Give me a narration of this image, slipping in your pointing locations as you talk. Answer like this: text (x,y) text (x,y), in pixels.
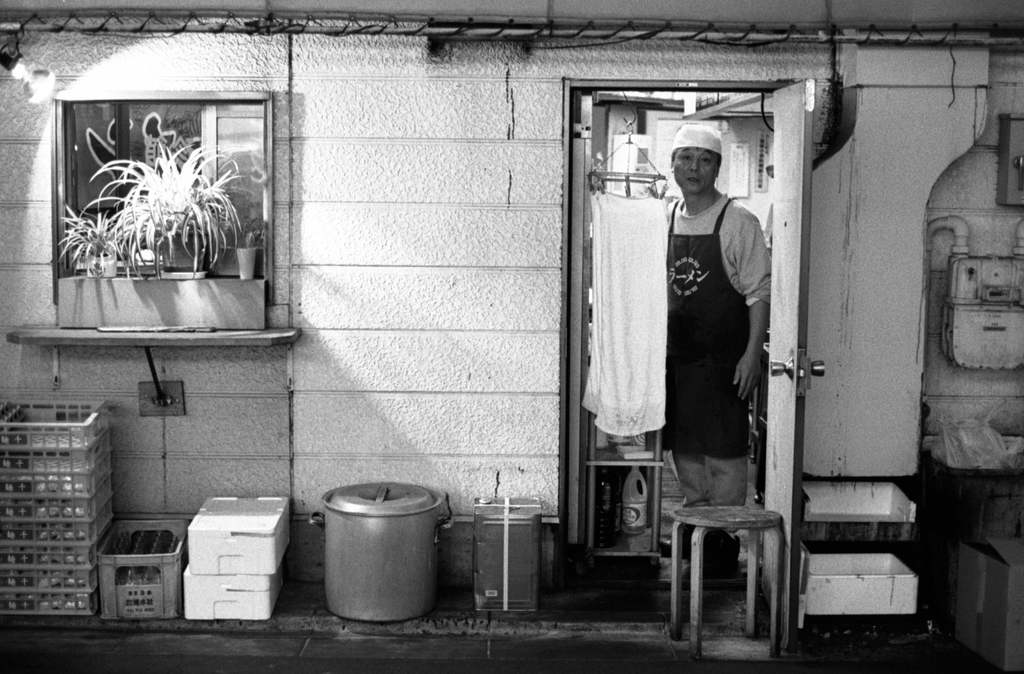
It looks like a black and white picture. We can see a man (684,170) is standing in the doorway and in front of the man (724,458) there is a stool (696,577), container (531,581) and other things (207,543) and on the left side of the man (668,370) there is a cloth (606,416). On the wall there are house plants (113,247) and other things (954,334).
